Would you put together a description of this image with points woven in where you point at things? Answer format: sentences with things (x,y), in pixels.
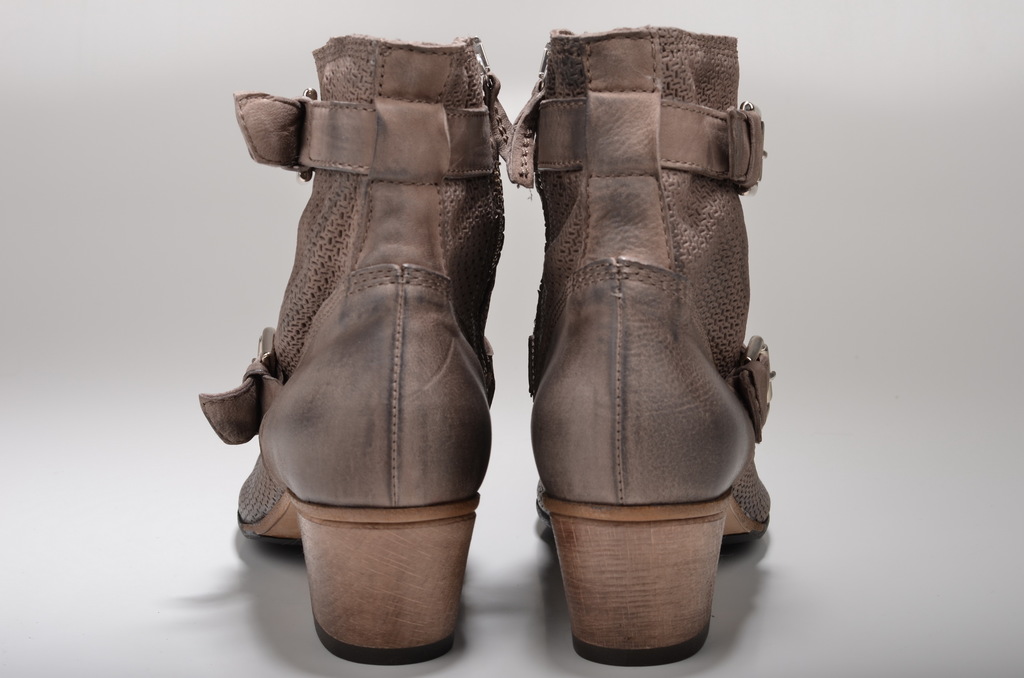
In the picture we can see footwear (702,341) and there is a white background (38,67).
